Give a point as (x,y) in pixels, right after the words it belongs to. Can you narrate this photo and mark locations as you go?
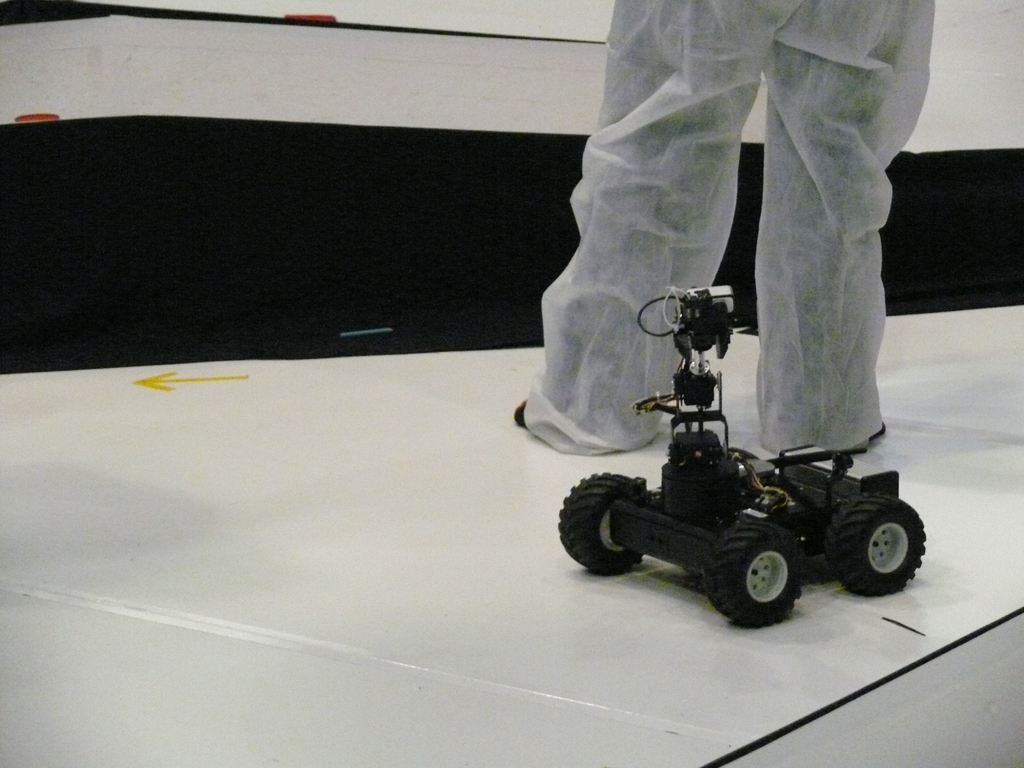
In this picture there is a person (872,42) on the top right (874,50). He is wearing a white trousers (799,136). Behind him there is a toy truck (575,541) which is in black in color.
